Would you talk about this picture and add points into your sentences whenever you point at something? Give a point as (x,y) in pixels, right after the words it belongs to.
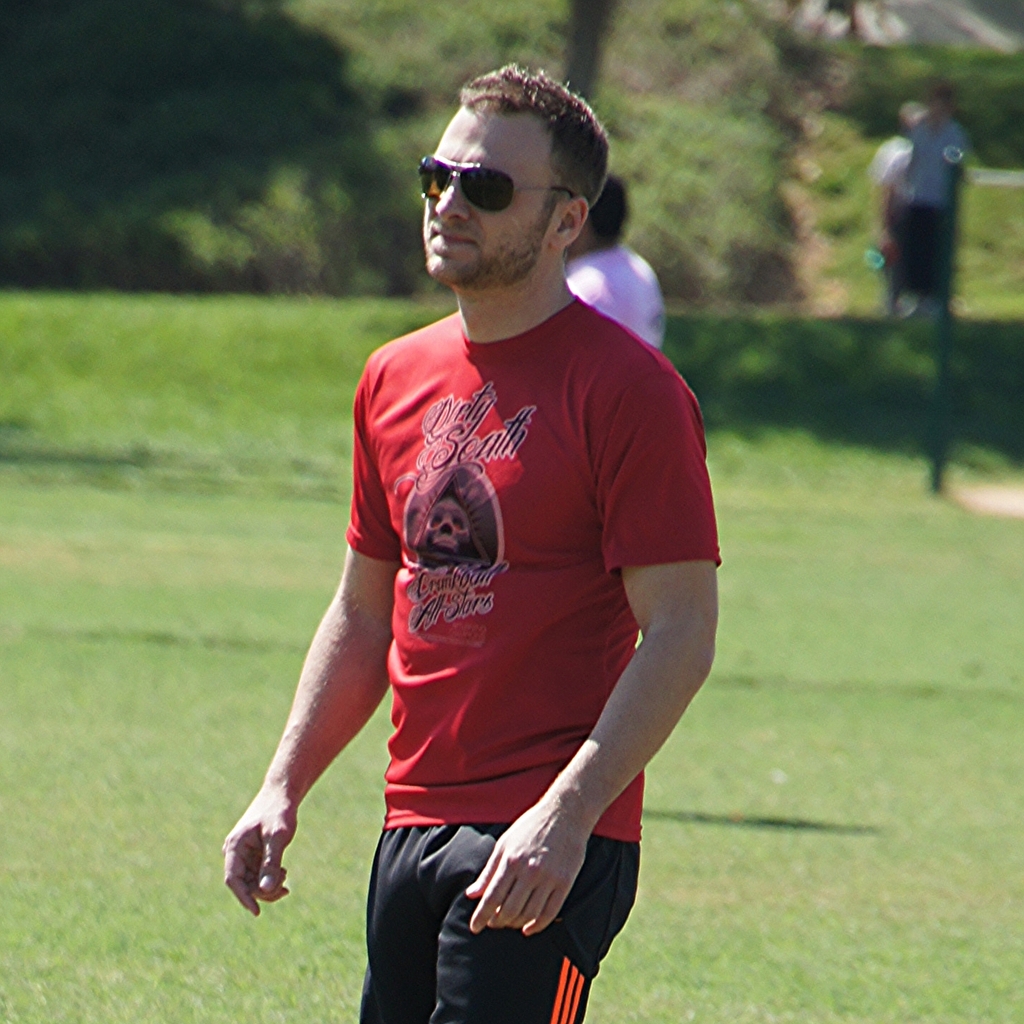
there is a man (469,534) standing in the foreground area of the image (661,424), there are people (600,251) on the grassland (783,424) and greenery (392,200) in the background (342,215).
